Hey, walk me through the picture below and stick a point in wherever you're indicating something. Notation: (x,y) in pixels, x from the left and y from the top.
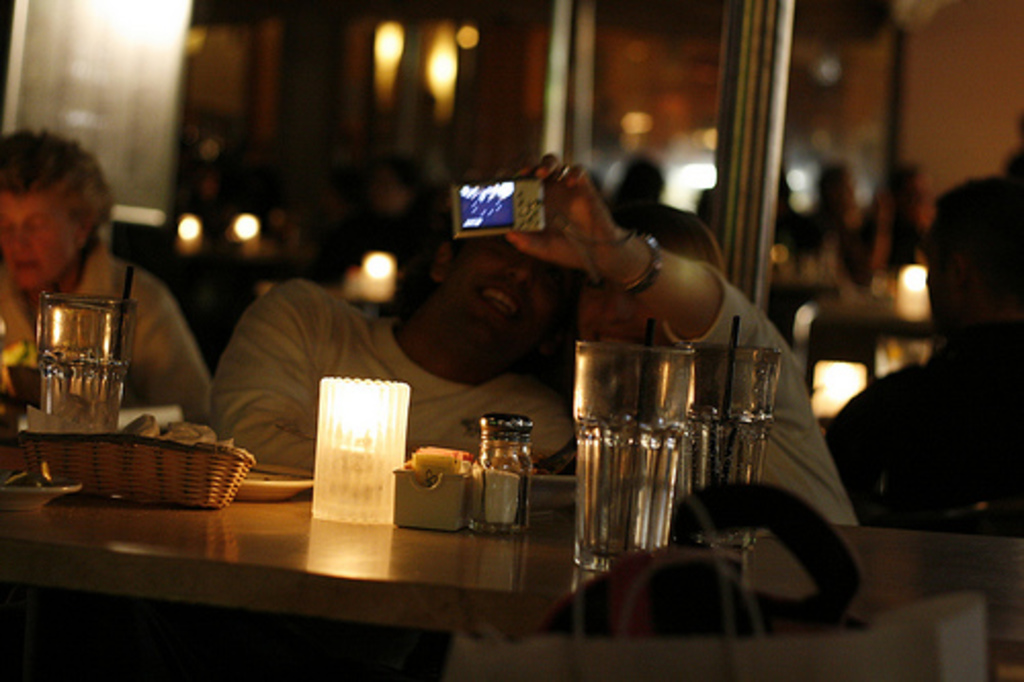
In the center of the image (613,366) there is a table (164,515) on which there are glasses (583,487), basket (184,470) and other objects (6,378). In the background of the image (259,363) there are people (77,290). There is a lady (585,265) holding a camera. At the bottom of the image (572,635) there is a white color bag (520,674).
